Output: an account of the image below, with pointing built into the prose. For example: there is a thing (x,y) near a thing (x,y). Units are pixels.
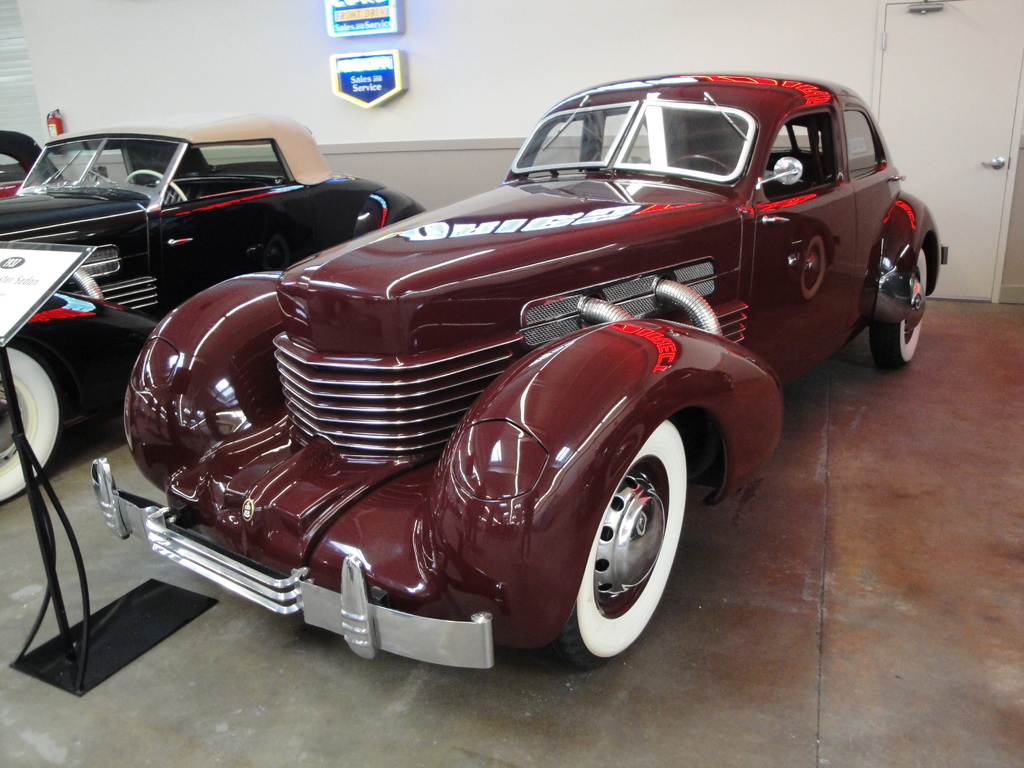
There are cars (257,217) in the middle of this image (617,435). We can see a stand (62,515) on the left side of this image (41,536). There are two boards (344,66) attached to the wall (408,63) which is at the top of this image (470,44). We can see a door (988,135) in the top right corner of this image (954,109).
